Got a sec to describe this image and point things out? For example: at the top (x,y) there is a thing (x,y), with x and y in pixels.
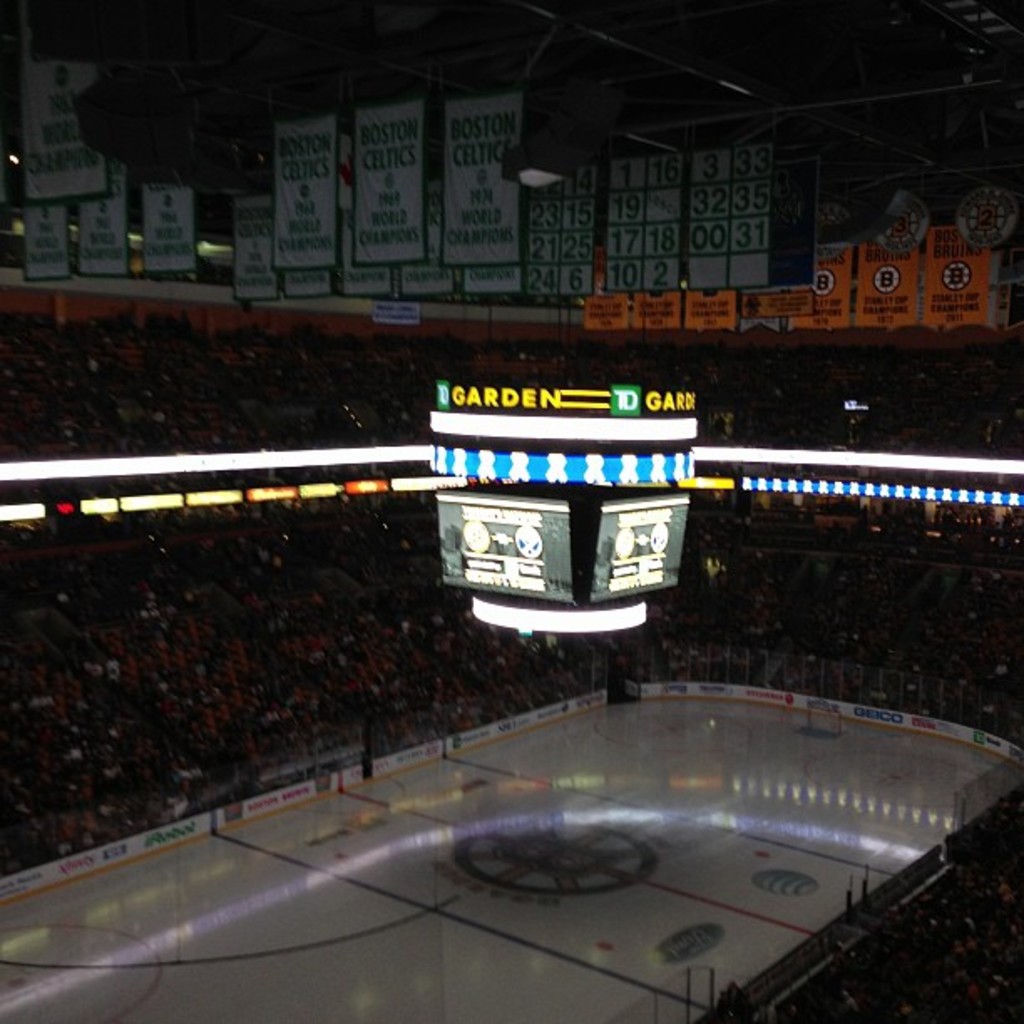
This image looks like a stadium (300,528), there are some screens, lights (292,465) and boards (779,235) with some text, also we can see so many people (97,688).
